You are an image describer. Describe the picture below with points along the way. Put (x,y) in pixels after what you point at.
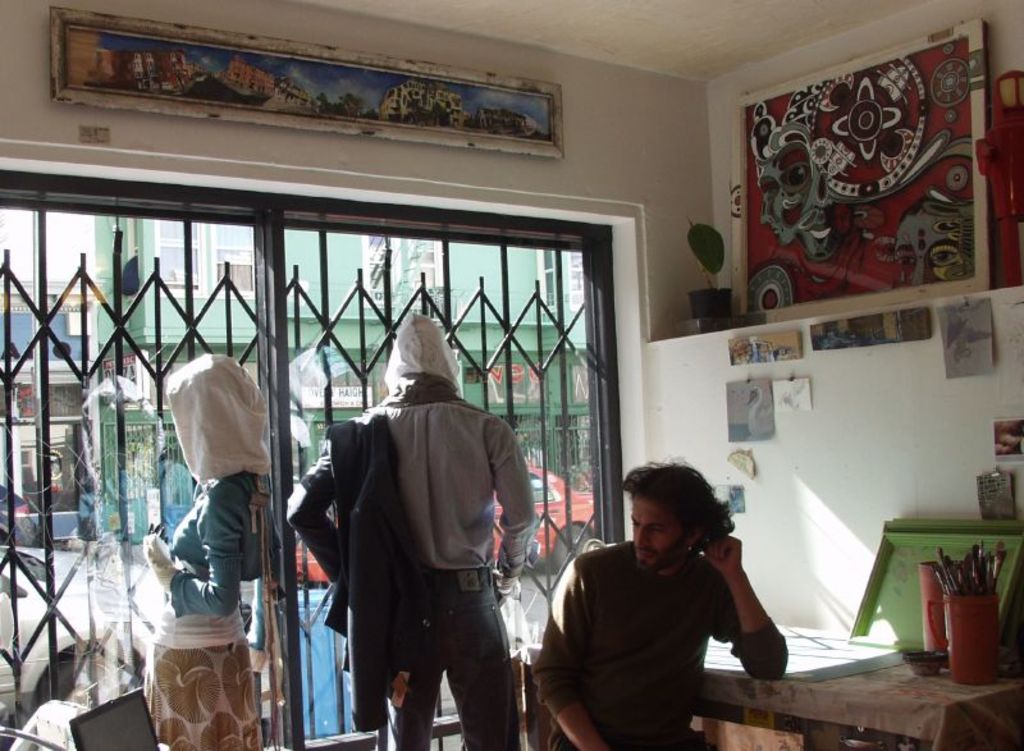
Picture of a inside room (421,377). Photos (794,245) are attached to this wall (726,204). This is a gate (7,331). This are buildings (527,282) with windows (180,275). This 2 mannequins (231,524) are standing. This person (608,604) is sitting beside this table (880,679). On this table (973,695) there are things (992,647). This mannequin (491,538) is holding a jacket (366,600). Vehicle (565,504) on road (539,574).
